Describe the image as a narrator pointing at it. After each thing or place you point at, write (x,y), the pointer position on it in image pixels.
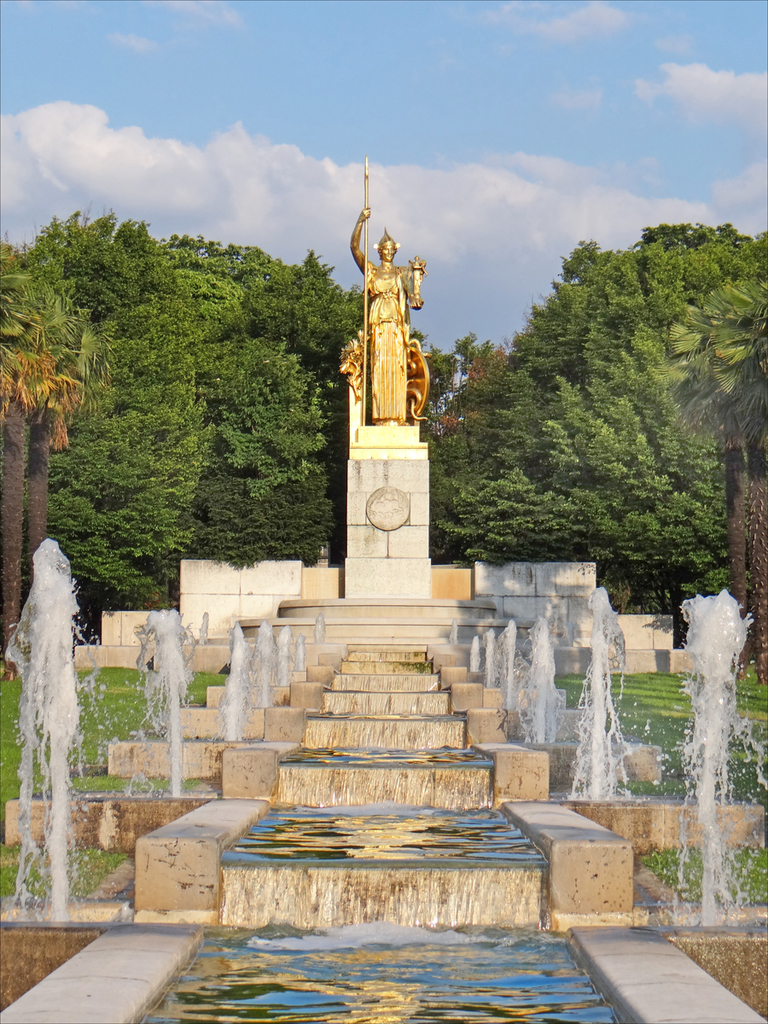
In this picture there are stairs (391,718) at the bottom side of the image (460,837) and there are fountains (592,704) on the right (524,726) and left side of the image (177,629), there is a statue (418,282) in the center of the image (404,369) and there are trees (704,326) in the background area of the image (175,325).
